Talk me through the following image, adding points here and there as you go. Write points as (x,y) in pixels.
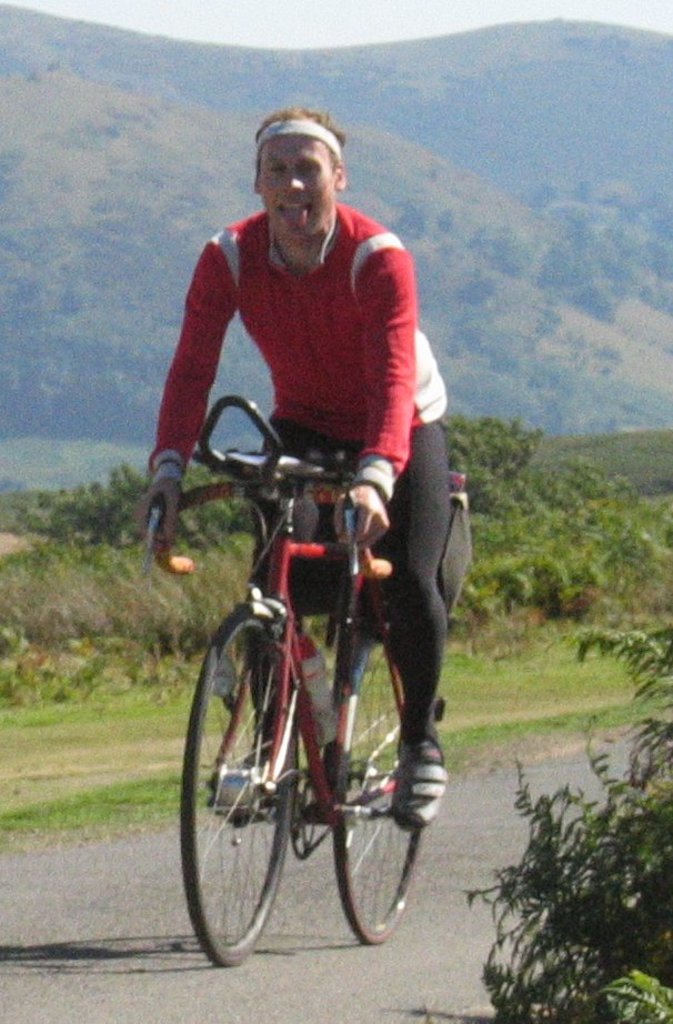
This man (286,335) wore red t-shirt (312,297) and riding a bicycle (222,671). At background (657,428) there are mountains (260,55) and plants (583,563).
